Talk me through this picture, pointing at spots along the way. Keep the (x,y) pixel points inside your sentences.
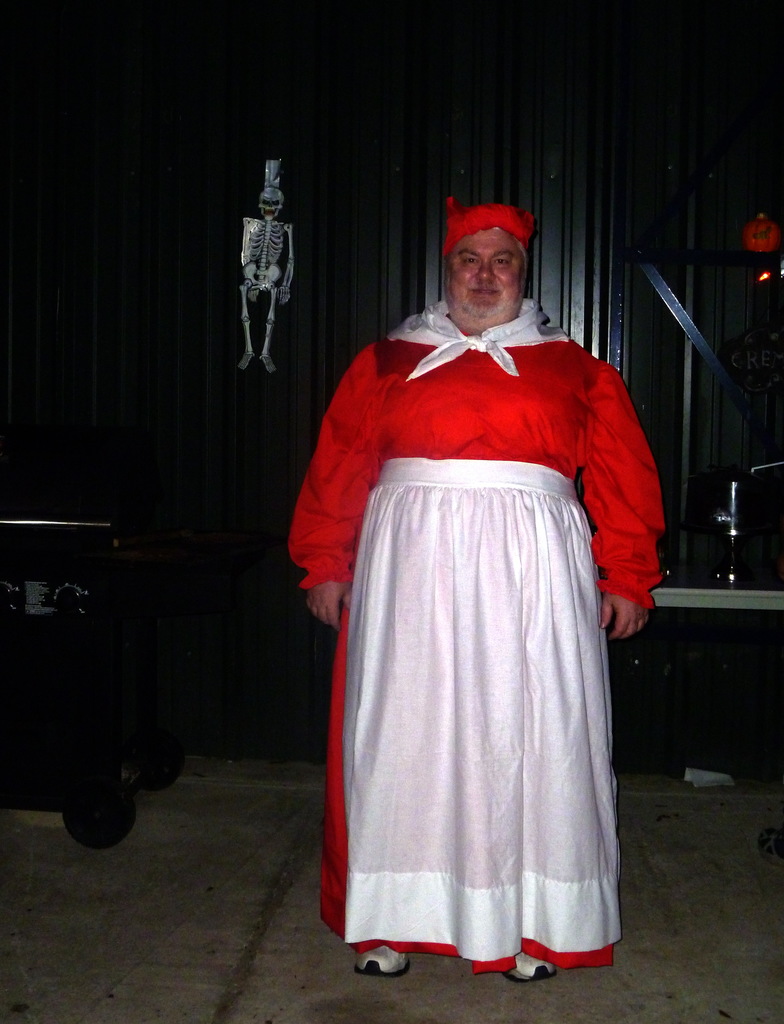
In the image there is a man (400,611) and he is wearing a red and white costume (573,534), there is a skeleton (249,340) hanged to the surface (572,125) behind the man (323,496).
